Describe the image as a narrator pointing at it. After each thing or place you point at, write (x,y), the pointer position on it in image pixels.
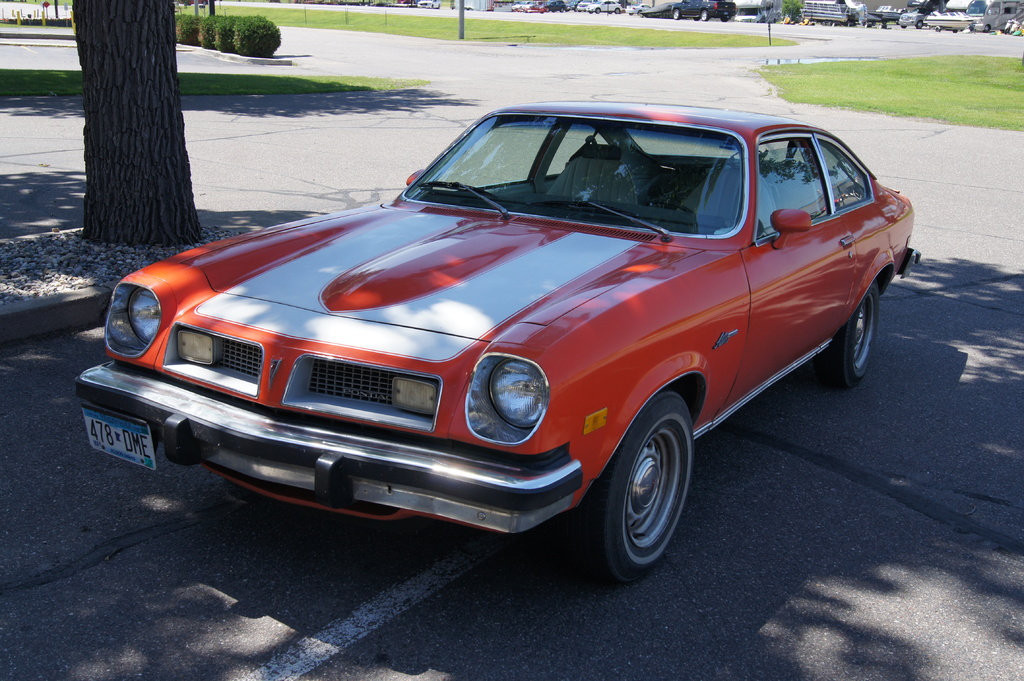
In this picture there is a red car (509,267) which is parked under the shadow (785,414) of the tree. In the background (225,15) I can see the plants (205,30), poles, street lights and other objects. In the top right (983,14) I can see the cars (674,12) and other vehicles (759,13) were parked near to the road (805,35).
